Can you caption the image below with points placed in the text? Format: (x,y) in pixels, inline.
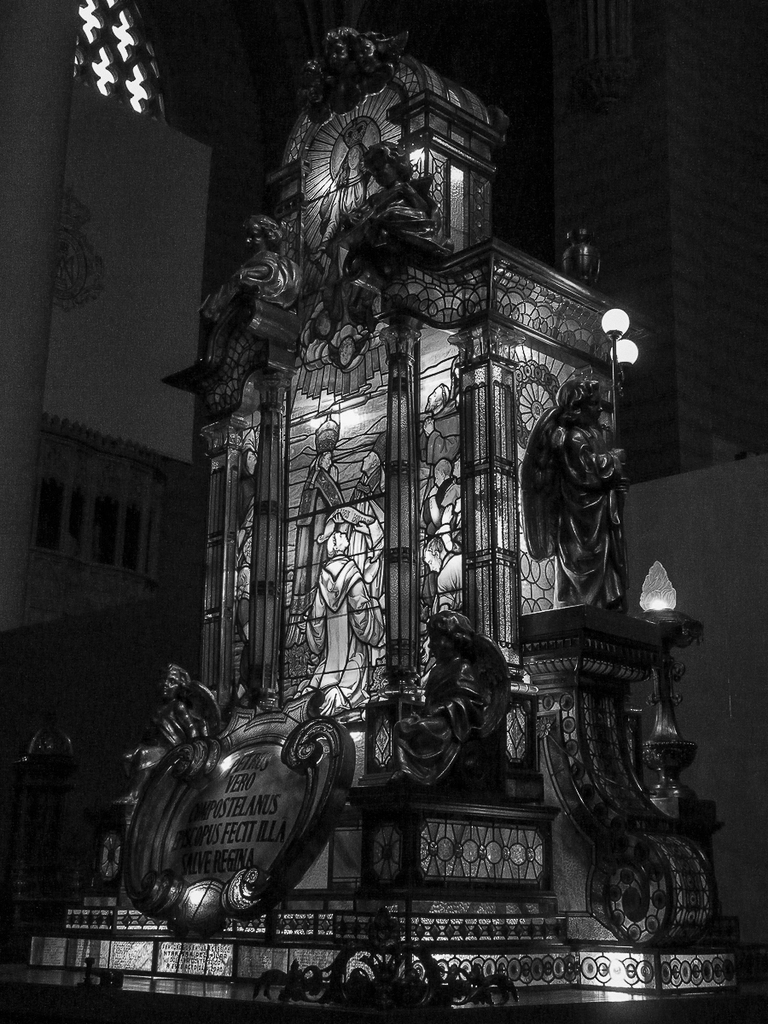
In this picture there is a monument (471,534), which is placed in the center of the image (433,612) and there are lamps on the right side of it.
